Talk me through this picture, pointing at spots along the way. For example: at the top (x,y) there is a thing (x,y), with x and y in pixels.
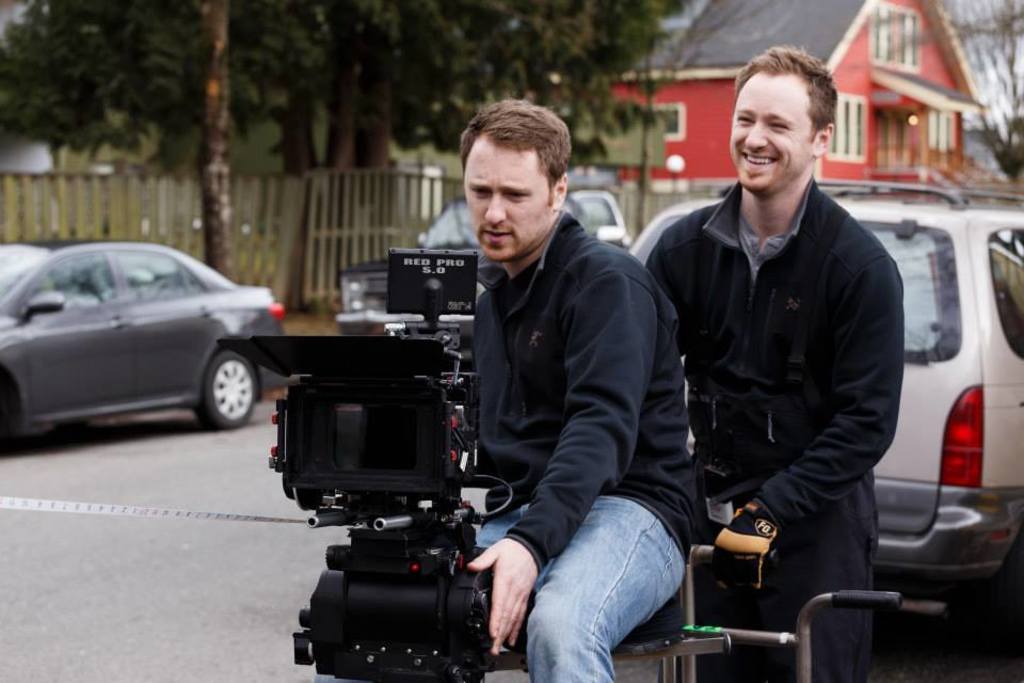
In this image I see 2 men (468,202) and one of them is smiling and another one is holding an equipment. In the background (607,17) I can see few cars (240,404), road (299,570), a house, fence (7,177) and the trees (9,92).
